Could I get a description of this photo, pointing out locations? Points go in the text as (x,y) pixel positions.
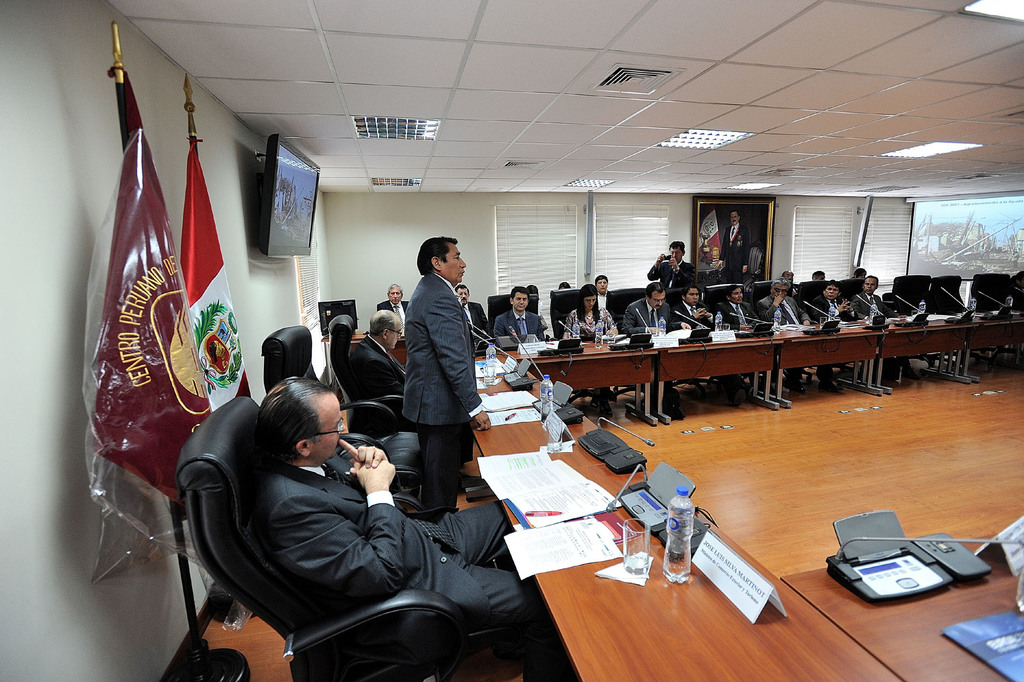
This picture shows a meeting room (544,343) where a group of people (498,586) seated on the chairs (902,281) and we see few water bottles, glasses (640,547) and papers (558,539) and microphones (898,559) on the table (636,672) and we see a man (436,331) standing and speaking and we see other Man (692,271) Standing and taking a video with the help of a camera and we see a projector screen (929,202) and a television (274,171) and two flags (198,335) on their back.
